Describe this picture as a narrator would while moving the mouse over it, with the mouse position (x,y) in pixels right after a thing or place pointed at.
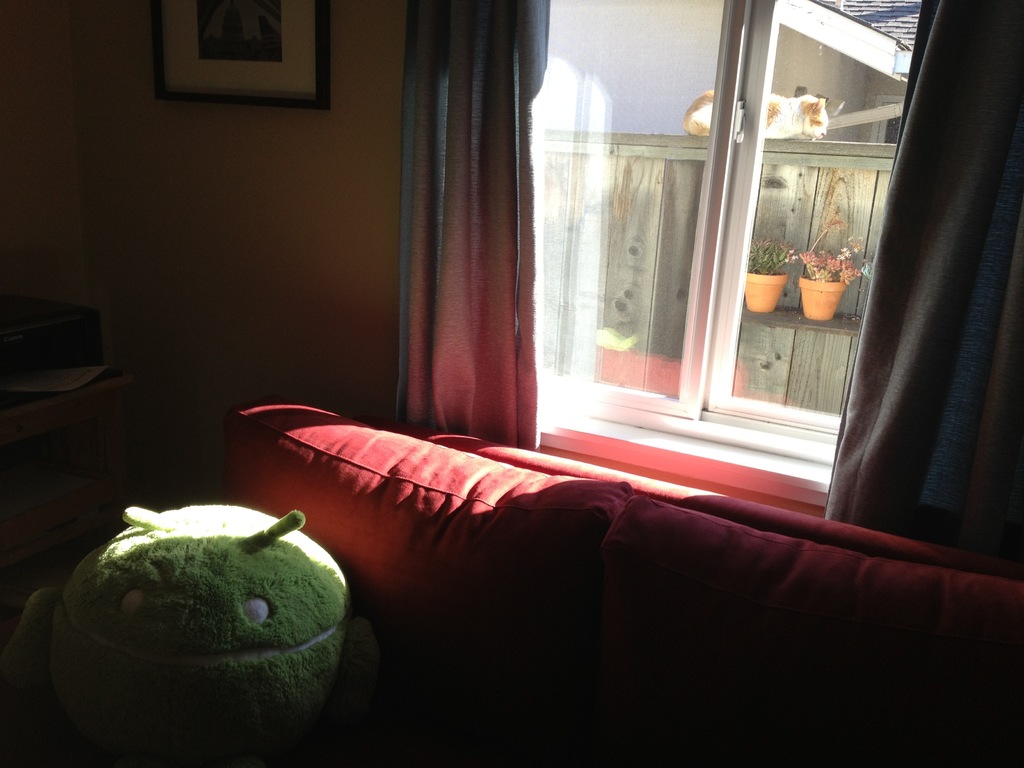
We can see doll (354,658) and red pillows (508,534) and we can see frame (302,62) on a wall (332,257), curtains (908,418) and glass window (721,330), through this glass windows (695,327) we can see house plants (825,315) on the wooden surface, cat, roof top (887,21) and wall (670,79).
